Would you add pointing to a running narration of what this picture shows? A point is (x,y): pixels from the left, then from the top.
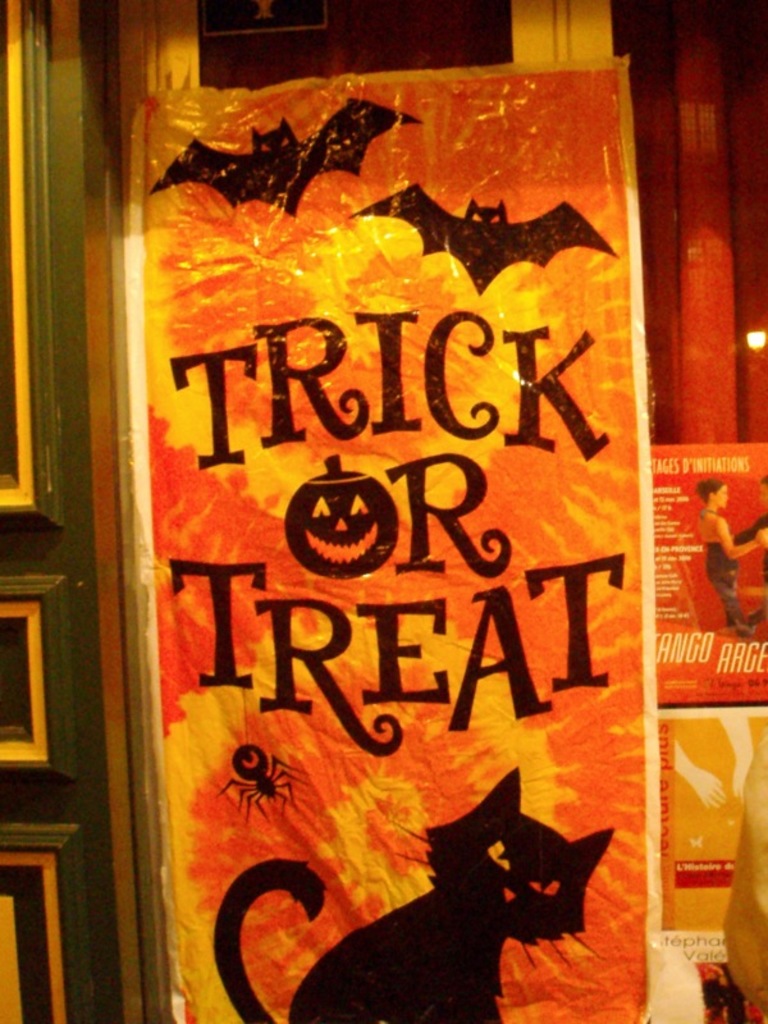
In this image I see orange color board (380,331) on which there is something written and I see the depiction of bats (479,222), spider (285,788) and a cat (490,872) on it and in the background (670,545) I see the red color thing (695,539) on which there is a depiction of a woman (727,530) and I see something is written on it too and I see a yellow color thing (717,789) on which there are depiction of hands (710,795) and I see something written over here too.
